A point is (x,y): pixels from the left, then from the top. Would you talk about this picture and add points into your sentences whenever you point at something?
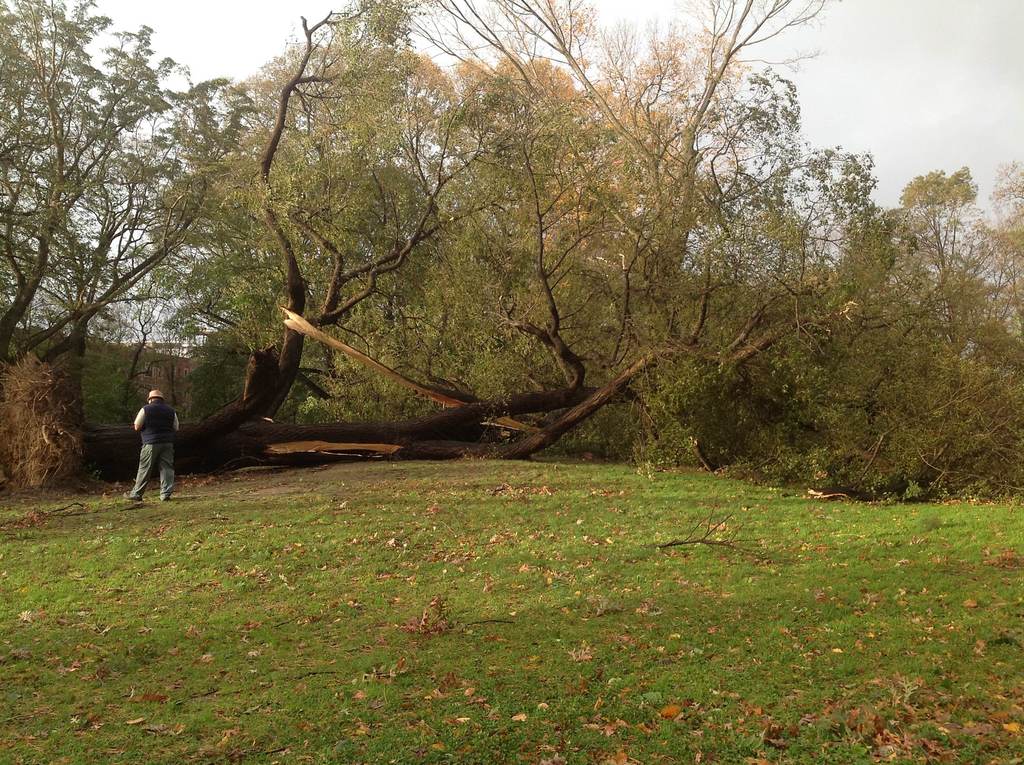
In the picture i can see a person (157,396) standing in open area (138,516), there is lawn (193,619) and in the background of the picture (317,305) there are some trees (483,209), cloudy sky (880,97).
